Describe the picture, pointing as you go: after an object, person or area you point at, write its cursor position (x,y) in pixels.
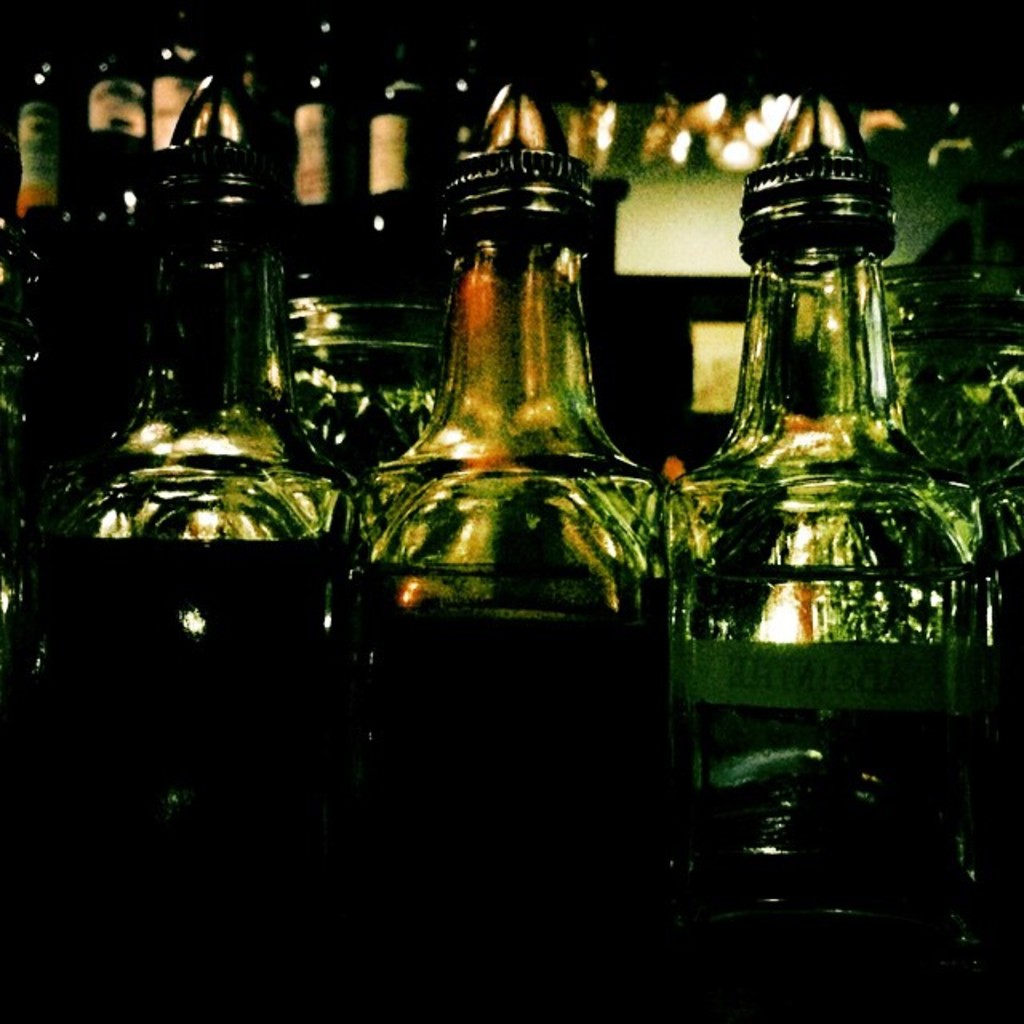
In the picture there are many bottles (310,479) with the liquid (481,709) in it.
